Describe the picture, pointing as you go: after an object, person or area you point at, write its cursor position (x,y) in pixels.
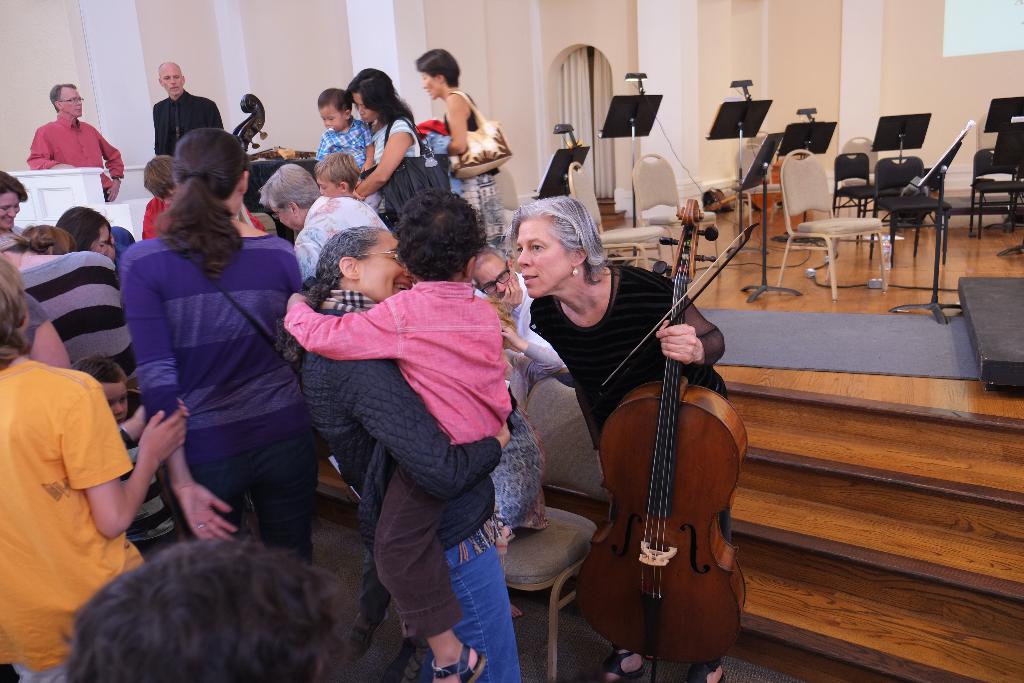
Here we can see people (529,226), chairs (1011,170) and boards (647,122). This woman (589,257) is holding a cello (663,514).
